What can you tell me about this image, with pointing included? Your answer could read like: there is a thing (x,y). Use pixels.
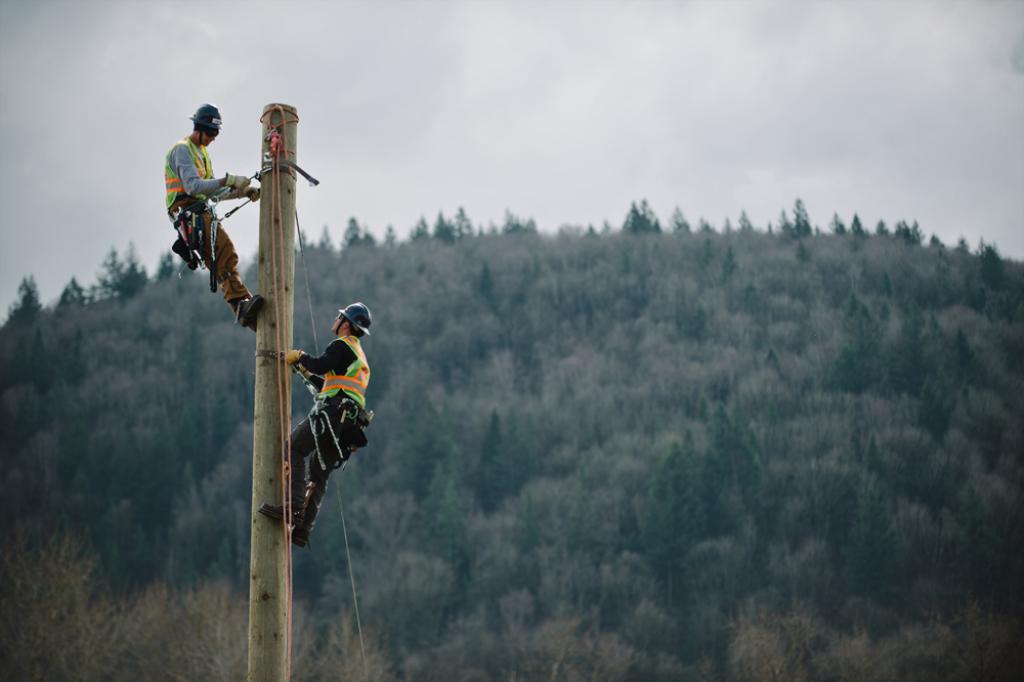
This picture is clicked outside. On the left (209,178) we can see the two persons (322,403) wearing helmets (351,320) and standing on the wooden pole (253,636) and the two persons (323,415) are tied with the ropes (275,242). In the background (433,129) we can see the sky (641,199) and the trees (605,382).
